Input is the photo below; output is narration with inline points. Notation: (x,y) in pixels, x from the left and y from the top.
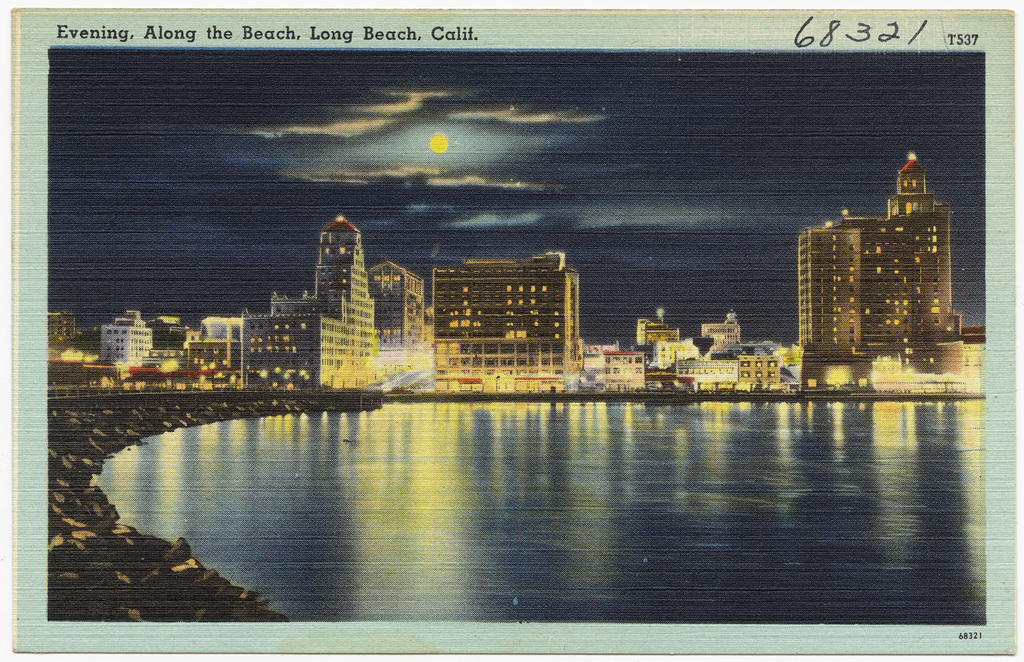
In this picture we can see a photo of buildings (372,340), water (357,531), rocks (304,403), lights (885,368) and sky (347,127). At the top (142,27) and bottom of the image (970,637), it is written something.
